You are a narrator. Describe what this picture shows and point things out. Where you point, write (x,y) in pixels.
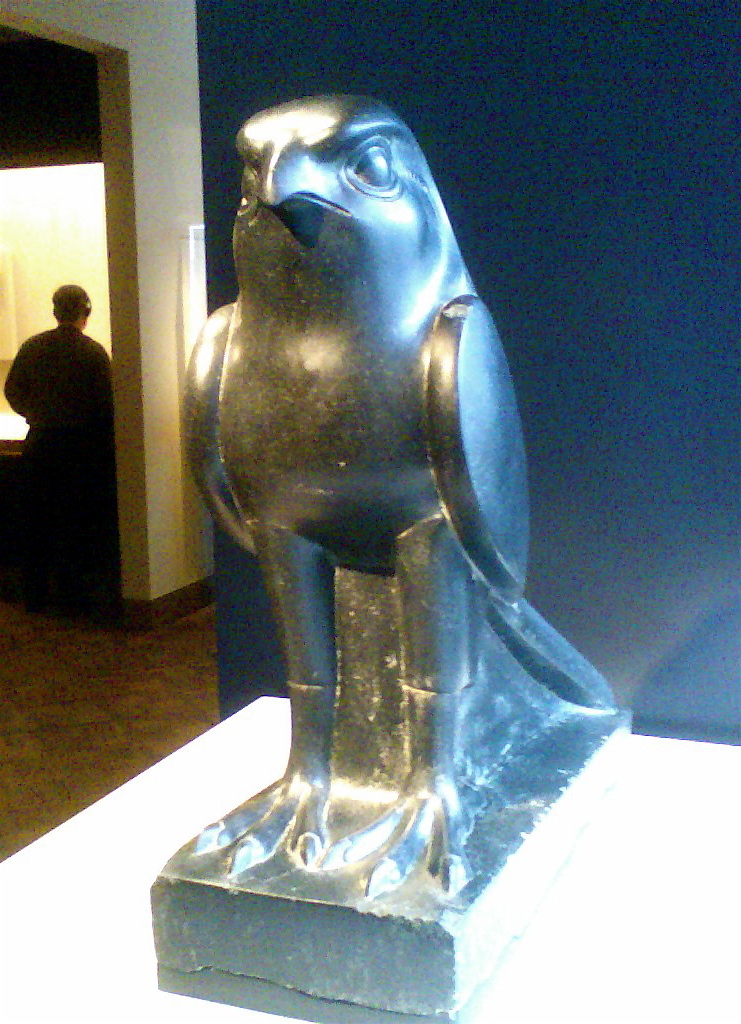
In this image I can see a black colored statue of a bird (405,471) on the white colored surface (30,982). In the background (579,341) I can see the wall (515,30), a person (91,307) standing and a light (76,192).
